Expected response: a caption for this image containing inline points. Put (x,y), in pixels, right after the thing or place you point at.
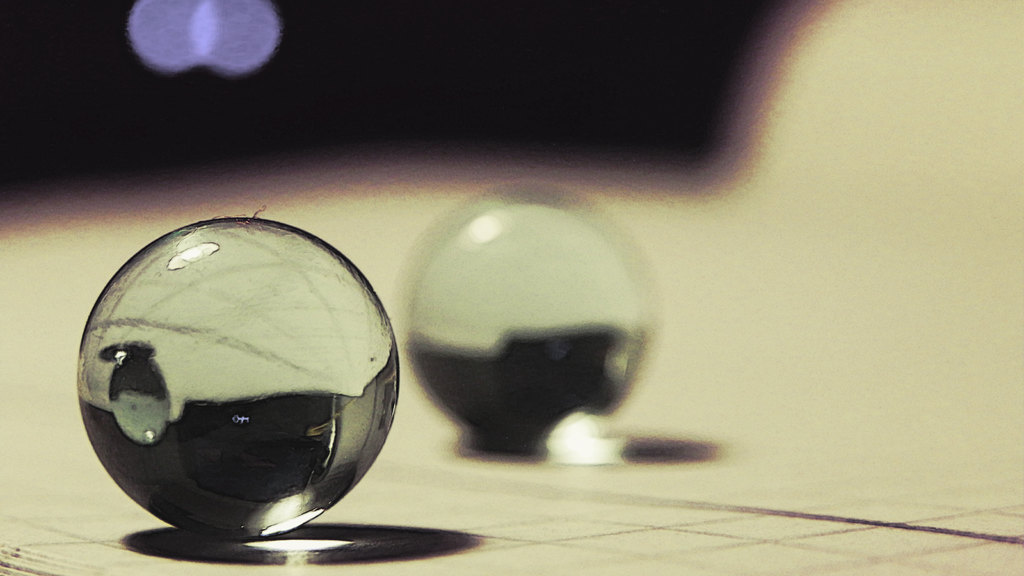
In this image we can see a sphere (197,393) which is the transparent color. In the background (414,86) image is in a blur.
